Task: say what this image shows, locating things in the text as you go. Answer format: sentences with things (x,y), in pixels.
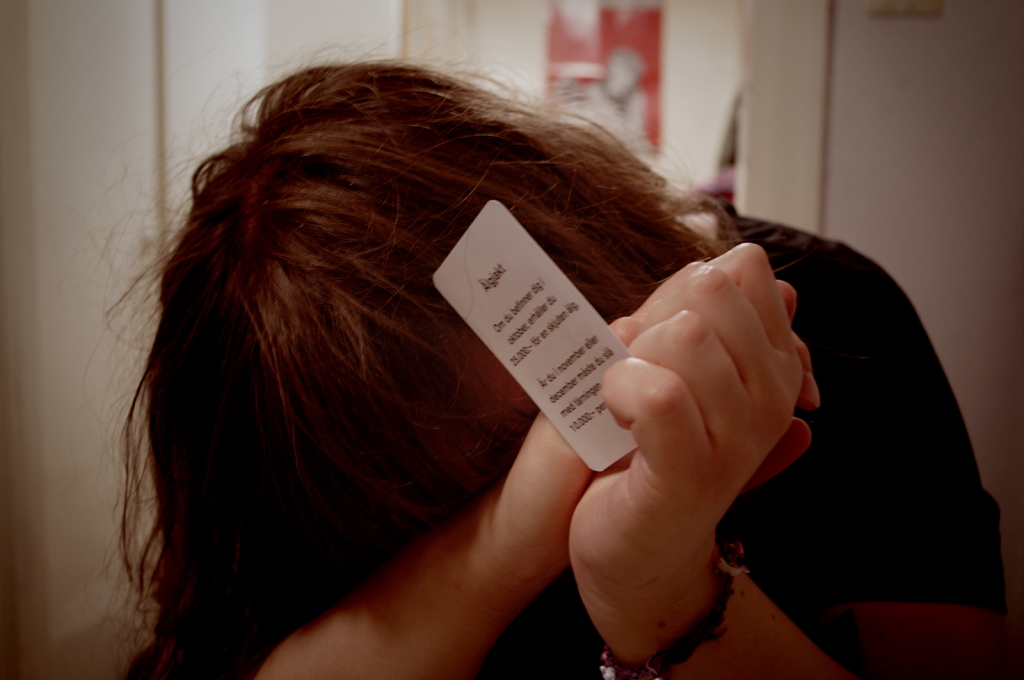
In this image we can see a person (467,159) holding a card (590,315) with some text (563,365) written on it, behind her there is a poster (608,39) and a wall (426,11).
